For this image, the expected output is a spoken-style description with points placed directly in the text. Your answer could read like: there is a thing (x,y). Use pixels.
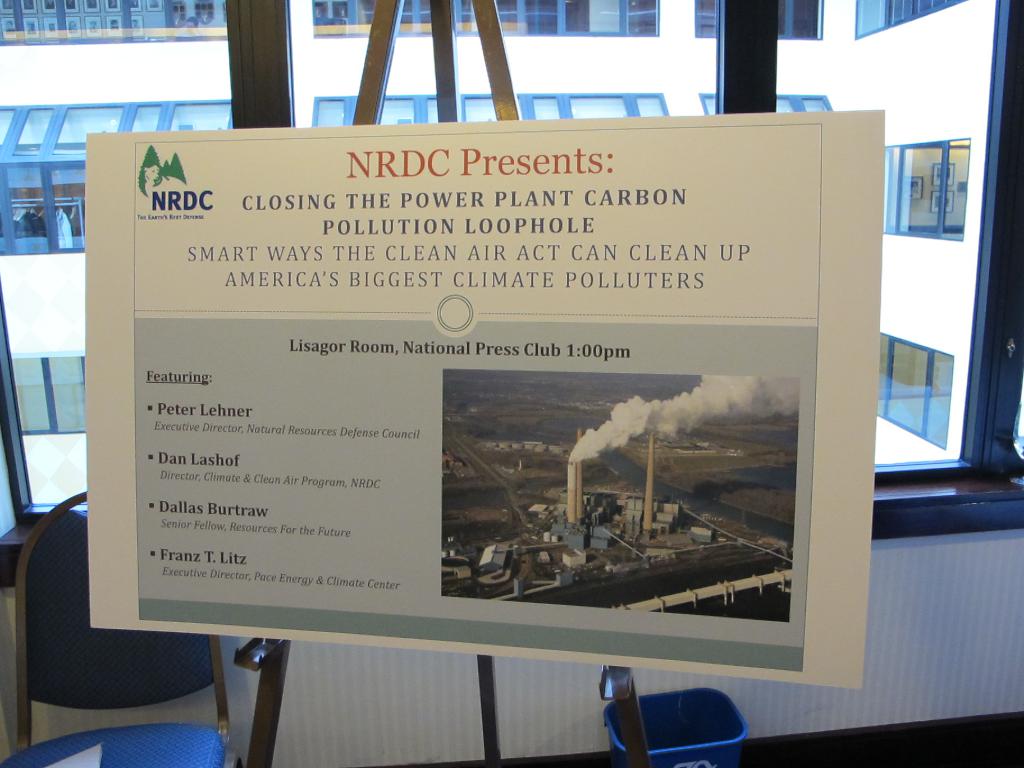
In this image we can see the board (514,460) which is attached to the stand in which there is some text (223,573) and picture (531,556) and in the background of the image (29,584) there is chair (184,757), glass window (79,133) through which we can see building (51,349).
